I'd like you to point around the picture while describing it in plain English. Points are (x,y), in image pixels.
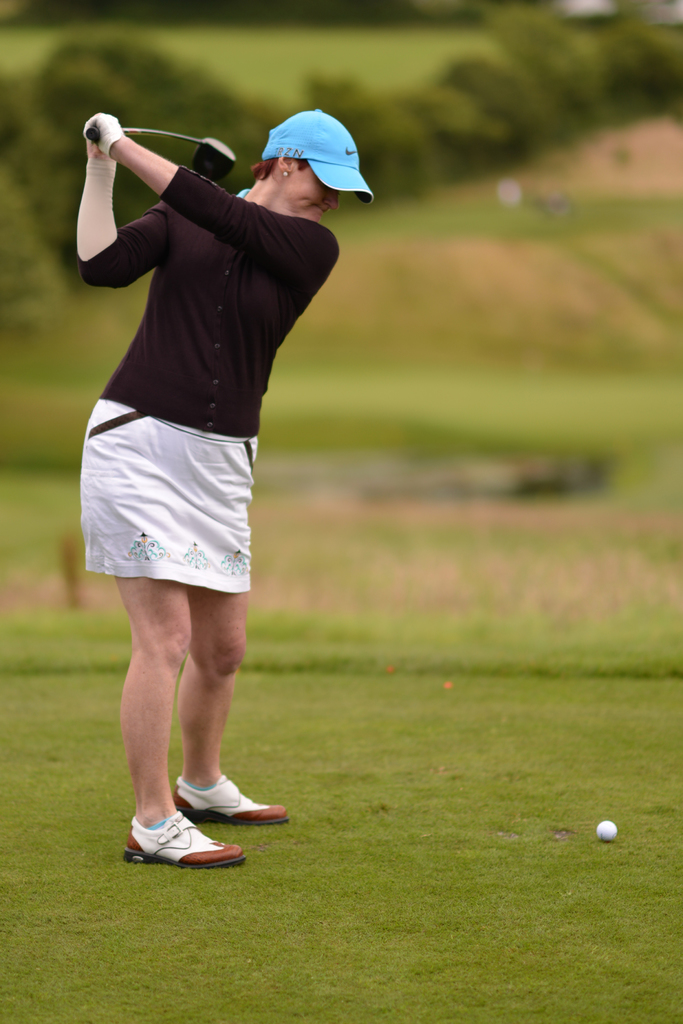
In the picture we can see a woman (110,482) standing on the grass surface (316,947) and playing golf holding a golf club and trying to hit a ball (600,832) on the grass surface (582,850) and she is wearing a black T-shirt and blue cap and in the background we can see a grass surface (627,549) and plants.
